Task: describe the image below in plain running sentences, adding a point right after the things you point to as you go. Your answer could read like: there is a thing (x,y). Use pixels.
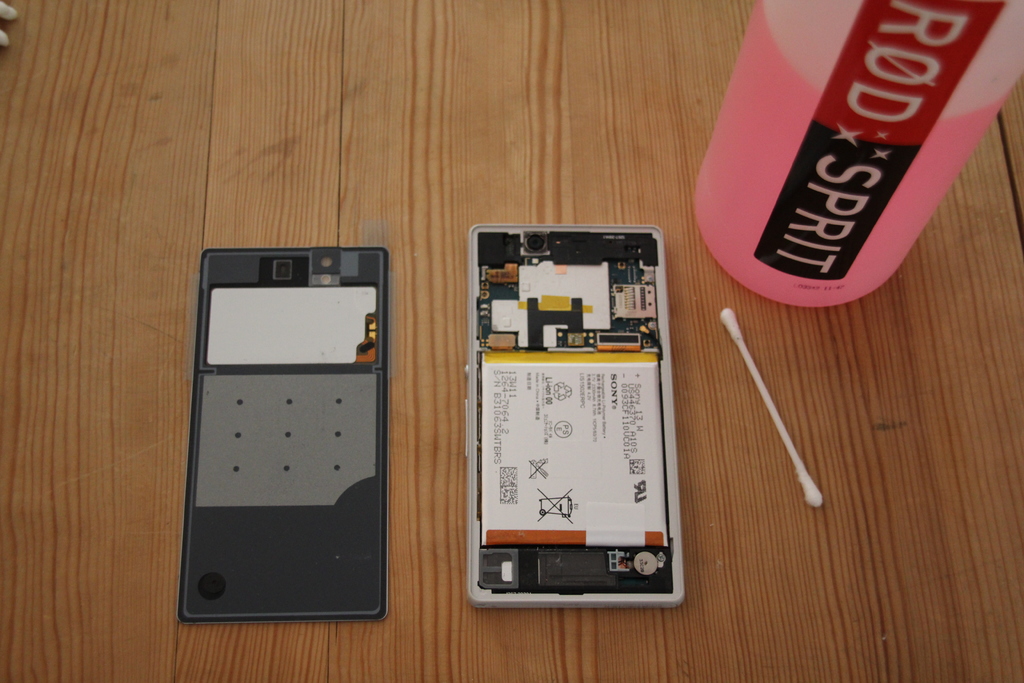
On the left side (295,476), there is a cover (294,480) of this mobile (568,382). These are on the wooden table (714,466) near a ear bud (731,327) and a bottle (926,121) which is having pink color liquid (860,270).
